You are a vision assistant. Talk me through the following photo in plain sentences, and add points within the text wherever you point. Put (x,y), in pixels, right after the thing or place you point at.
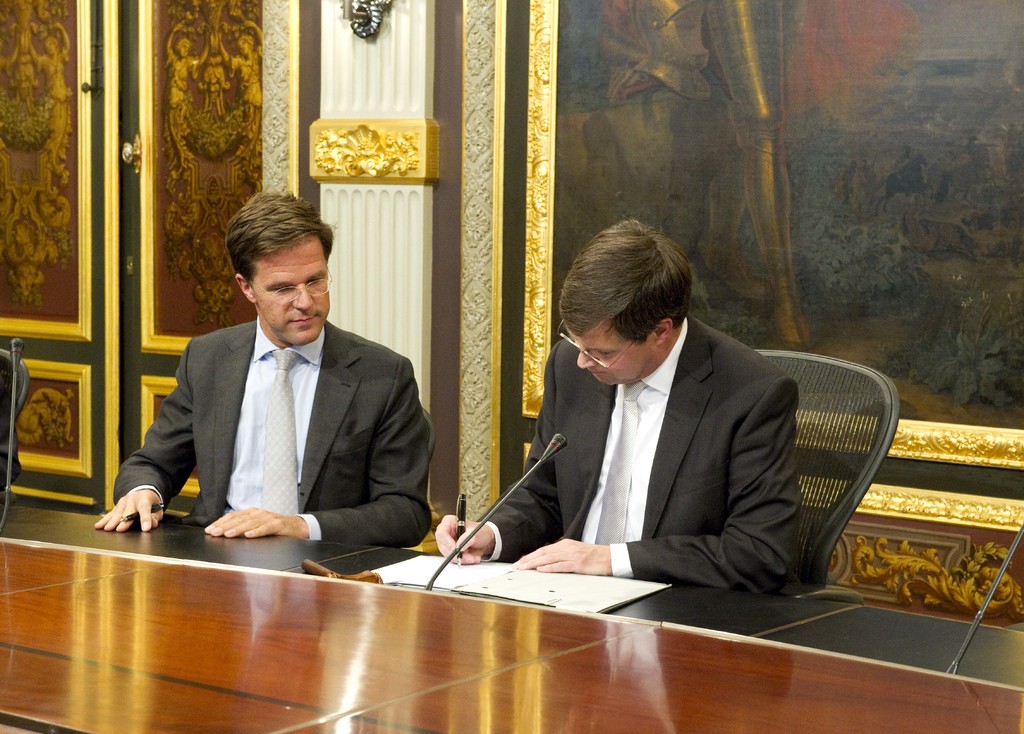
In this image there is a table (450,629), on that table (587,614) there are papers (476,590) and mike's (433,582), behind the table (73,518) there are two persons (501,523) sitting on chairs (815,450), in the background (231,2) there is a wall (920,499) for that wall (506,271) there are photo frames (546,117).
